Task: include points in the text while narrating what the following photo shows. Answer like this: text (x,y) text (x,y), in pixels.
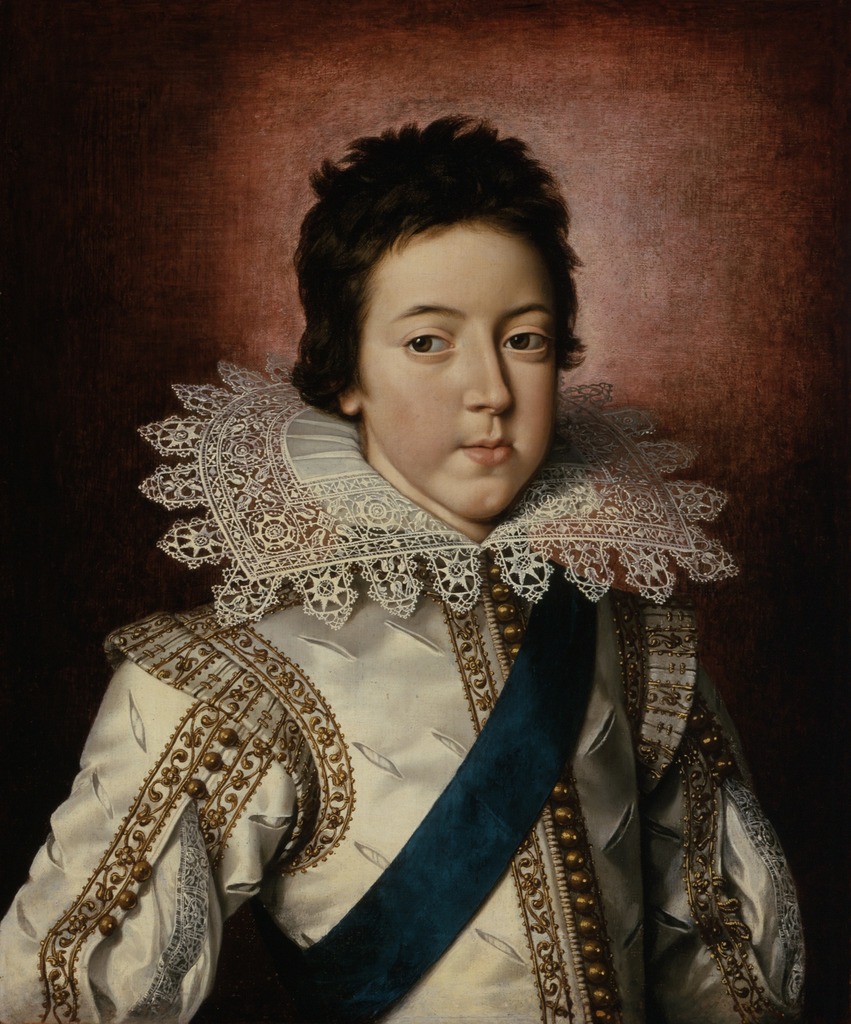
It is a paint of a person (310,874).
